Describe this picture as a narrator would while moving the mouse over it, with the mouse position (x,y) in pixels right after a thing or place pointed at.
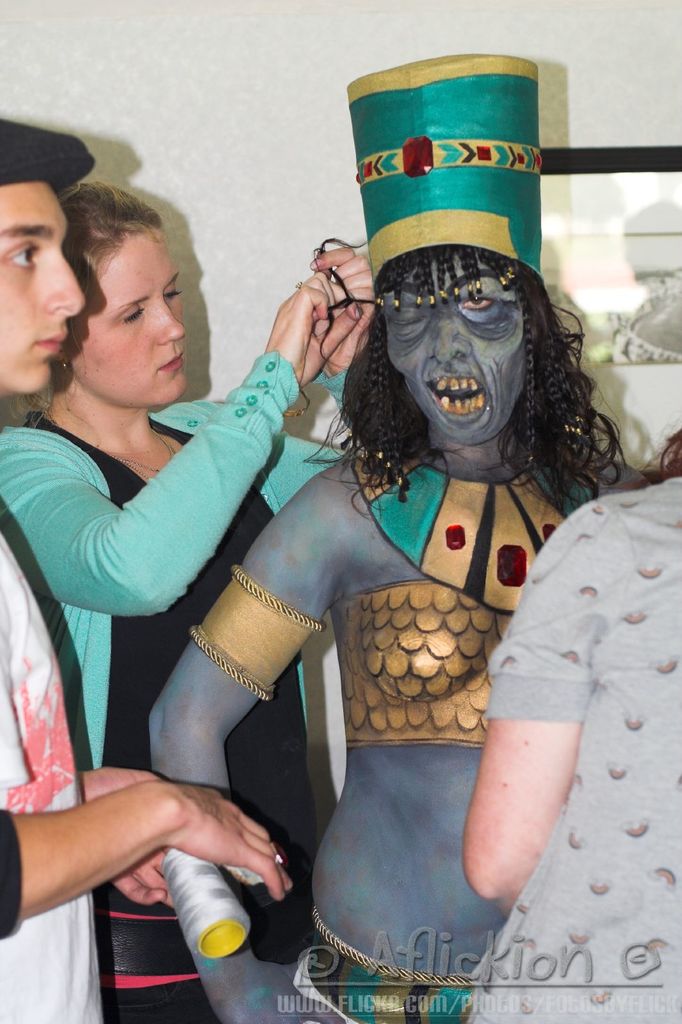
In this picture we can see a group of people (240,597) on the path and a person (356,493) is in fancy dress (356,910). Behind the people (1,603) there is a wall (243,214) and on the image there is a watermark (498,985).
